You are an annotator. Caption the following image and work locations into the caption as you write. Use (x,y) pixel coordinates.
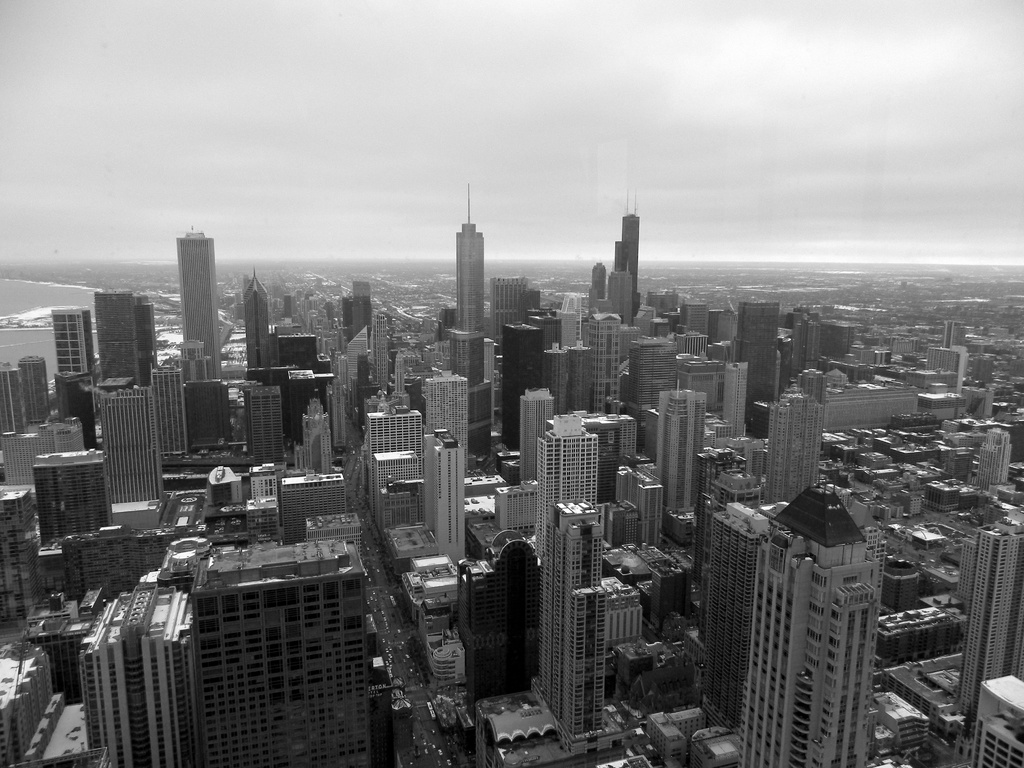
This is the black and white image and in the foreground of this image (262,540), there are buildings (685,542), water (42,342) and the sky (461,114).
